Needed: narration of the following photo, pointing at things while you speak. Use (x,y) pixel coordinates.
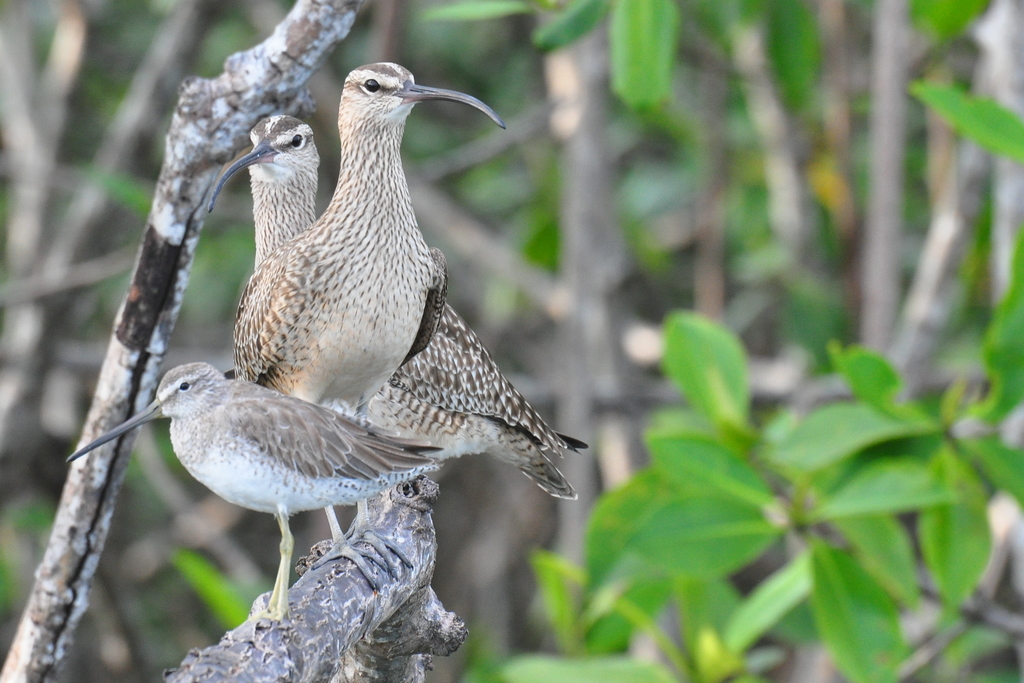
In this image on a branch (339,577) three birds (282,285) are standing. In the background (525,193) there are trees (525,209), leaves (705,413).
